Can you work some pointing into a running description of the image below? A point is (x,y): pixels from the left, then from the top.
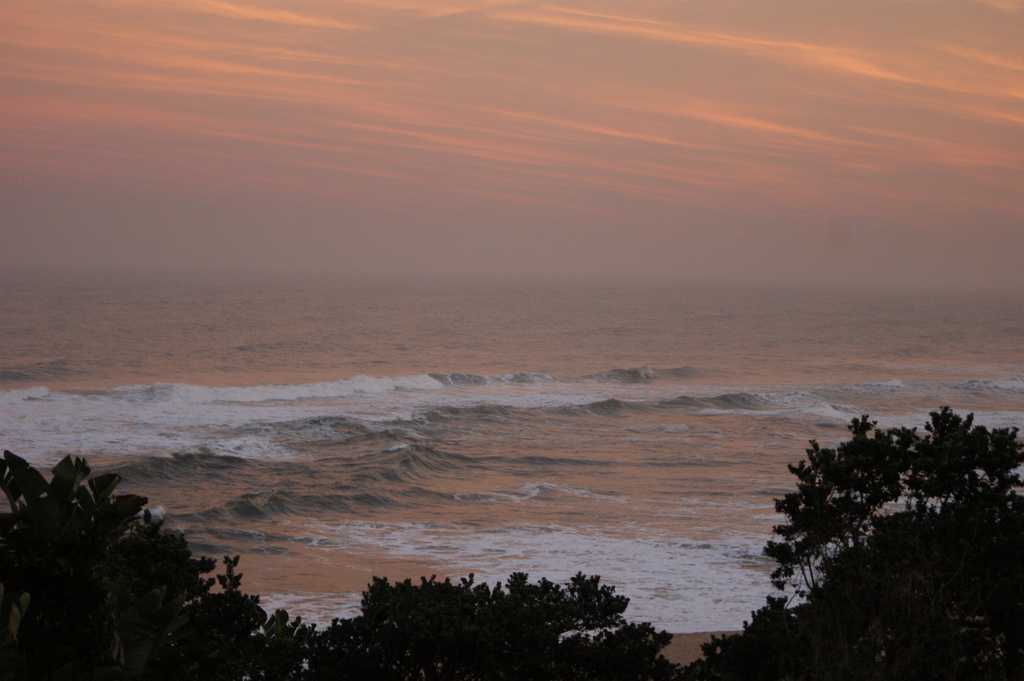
In this image, we can see some water (915,394). There are a few trees (326,677). We can also see the sky (306,164) with clouds (419,9).
